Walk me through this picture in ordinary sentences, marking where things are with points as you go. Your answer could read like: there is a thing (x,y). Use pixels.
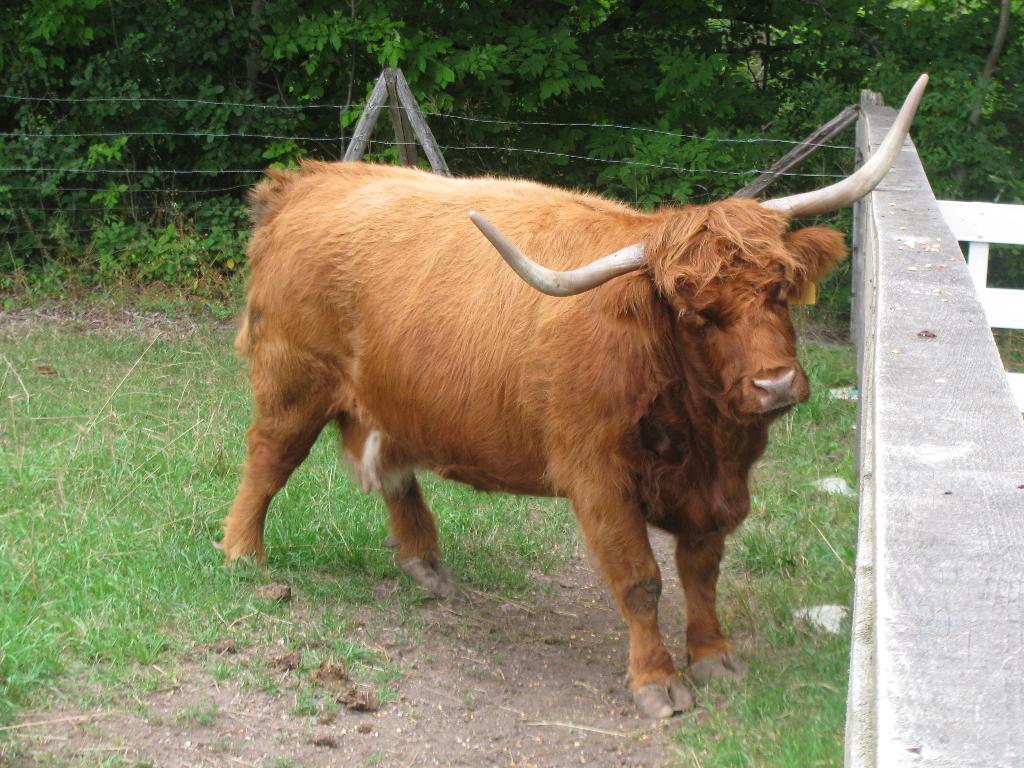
In this image there is a bull (581,504). At the bottom of the image (186,524) there is grass (148,424) on the surface (148,424). In the background of the image (912,178) there is a fence (715,170). There are trees (765,23).
